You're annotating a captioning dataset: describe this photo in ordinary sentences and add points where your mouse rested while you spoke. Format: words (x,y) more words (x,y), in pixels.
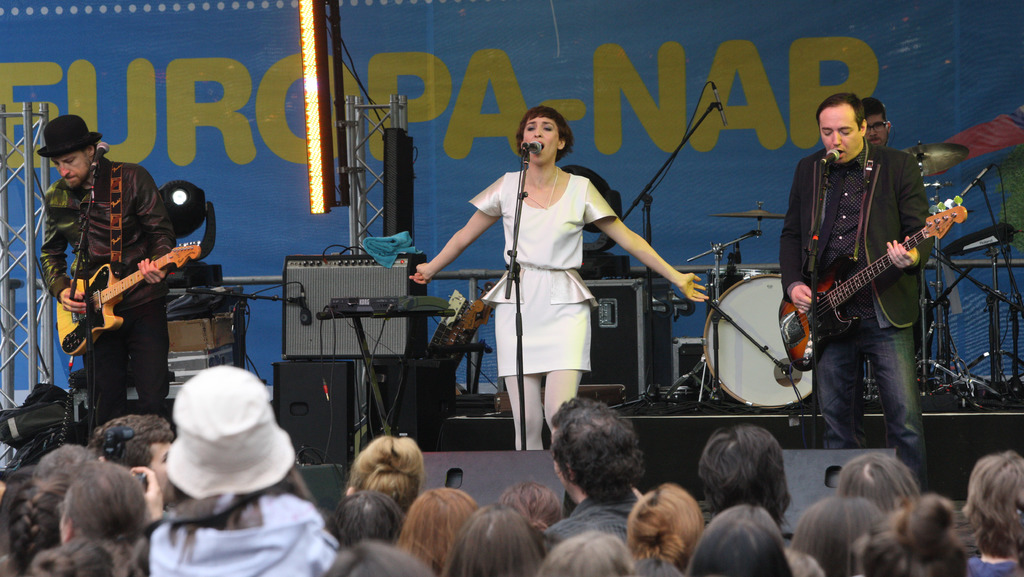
This image is clicked in a concert. There are four people (853,153) performing music on the dais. In the middle (557,271), the women (541,281) wearing white dress (549,289) is singing. To the left (131,257) and right, the man (122,250) standing are playing guitars (105,294). At the bottom (333,526), there is crowd (487,521). In the background (452,95) there is a wall (120,36) and speakers (326,304).
